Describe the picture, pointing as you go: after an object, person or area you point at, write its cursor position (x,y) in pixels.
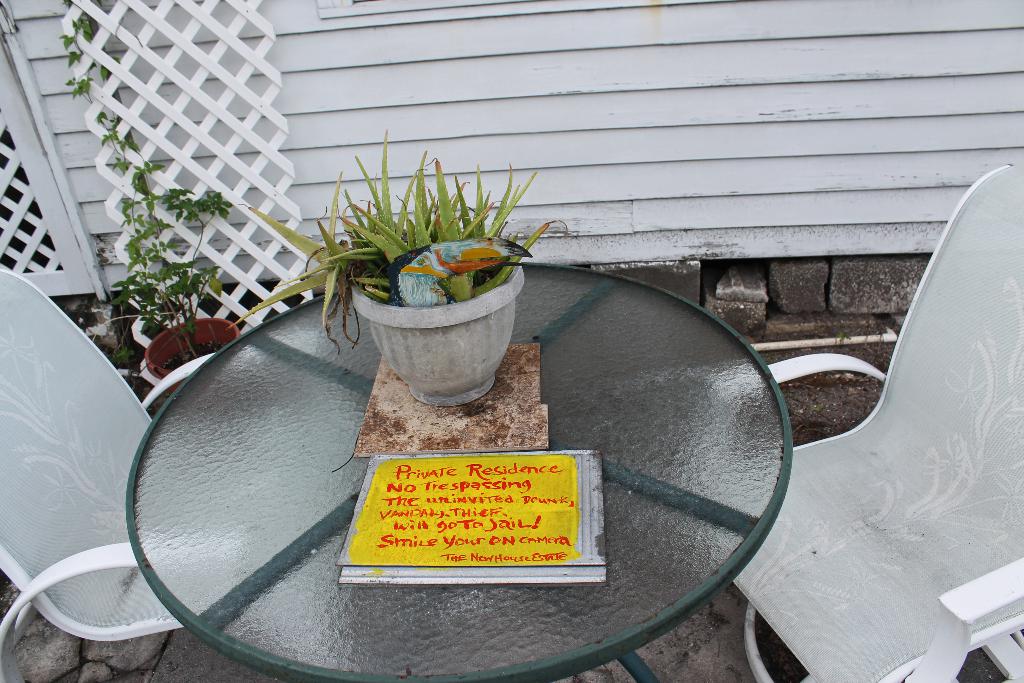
In this picture on the table (637,422) there is a plant (323,232) in the pot (466,312) and a board (454,493) on the table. On the both side of the table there are white color chairs (928,565). To the left corner (138,284) there is a door (21,211) and a creeper plant (144,234). There is a white wooden wall (520,93) in the background (565,61).
